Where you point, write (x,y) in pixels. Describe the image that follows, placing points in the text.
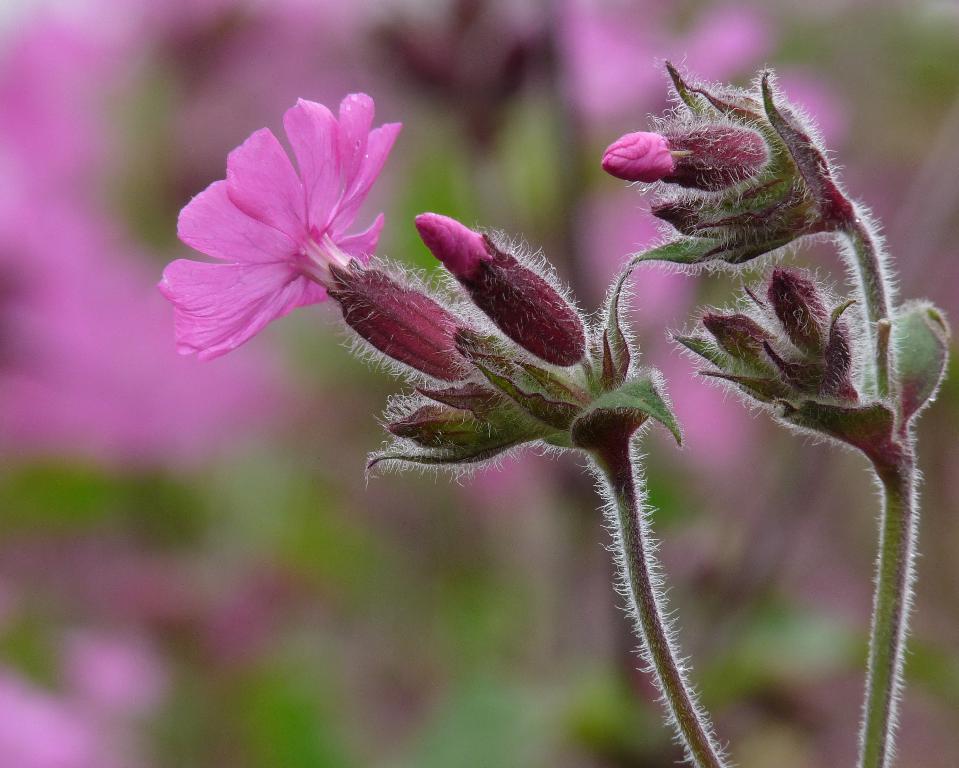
In this picture I can see the pink flowers (320,237) and buds (639,176) on the plant (701,159). In the background (327,507) I can see the blur image.
